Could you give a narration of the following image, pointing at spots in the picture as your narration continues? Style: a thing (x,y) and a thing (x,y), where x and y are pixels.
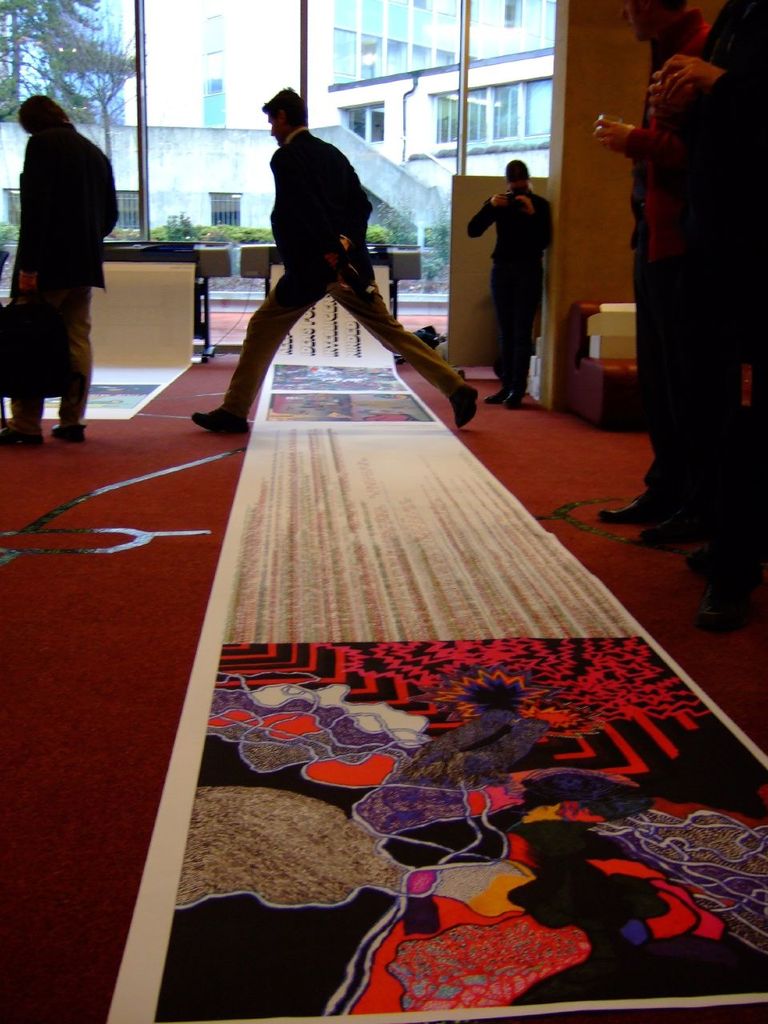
In the picture I can see some white color banner (284,740) is placed on the floor (82,801) and a person (288,143) is crossing over it. On the right side of the image (687,440) I can see people (690,321) holding cameras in their hands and standing and we can see another person (78,142) standing on the left side of the image (14,419). In the background (125,270), I can see tables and boards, I can see the glass doors (140,222) through which we can see buildings (254,179) and trees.
